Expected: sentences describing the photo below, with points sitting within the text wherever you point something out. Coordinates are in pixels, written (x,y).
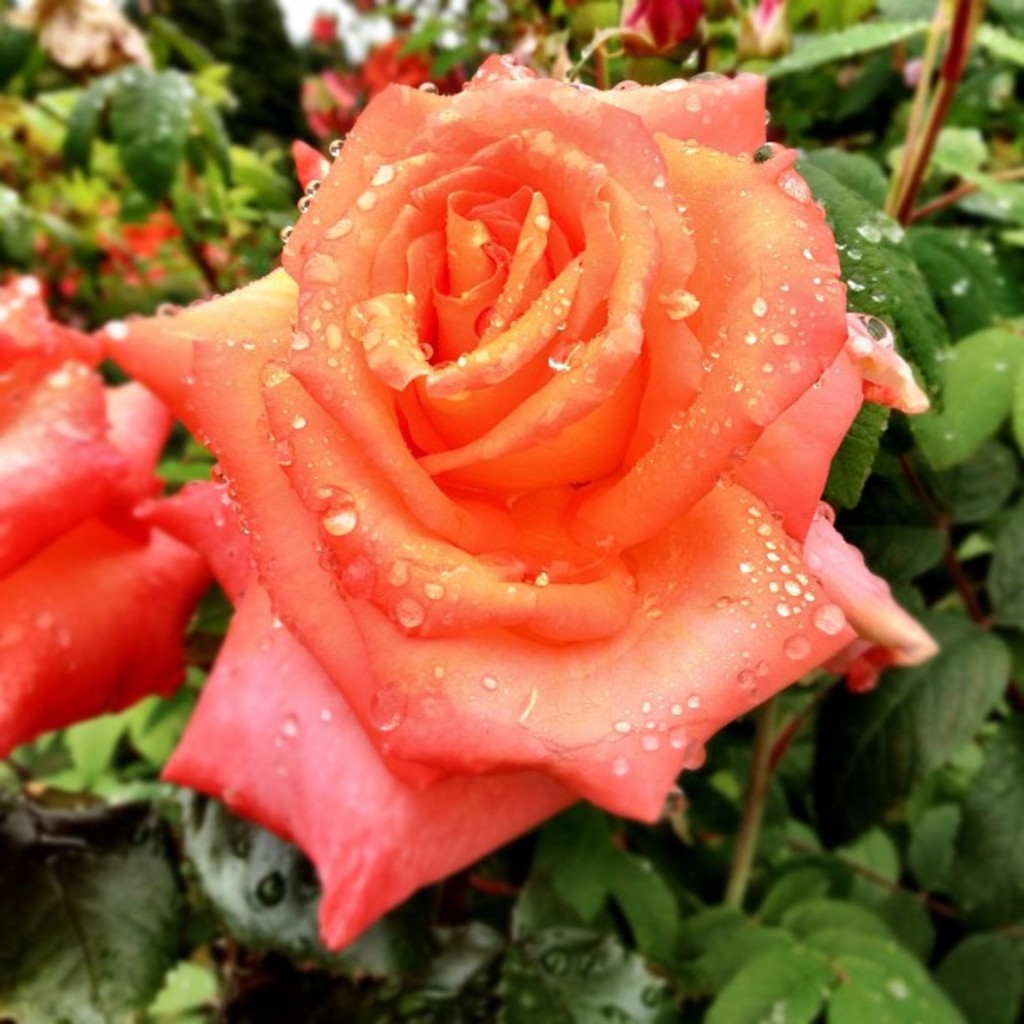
In this image, we can see a plant (926,571) contains a rose (456,413).
